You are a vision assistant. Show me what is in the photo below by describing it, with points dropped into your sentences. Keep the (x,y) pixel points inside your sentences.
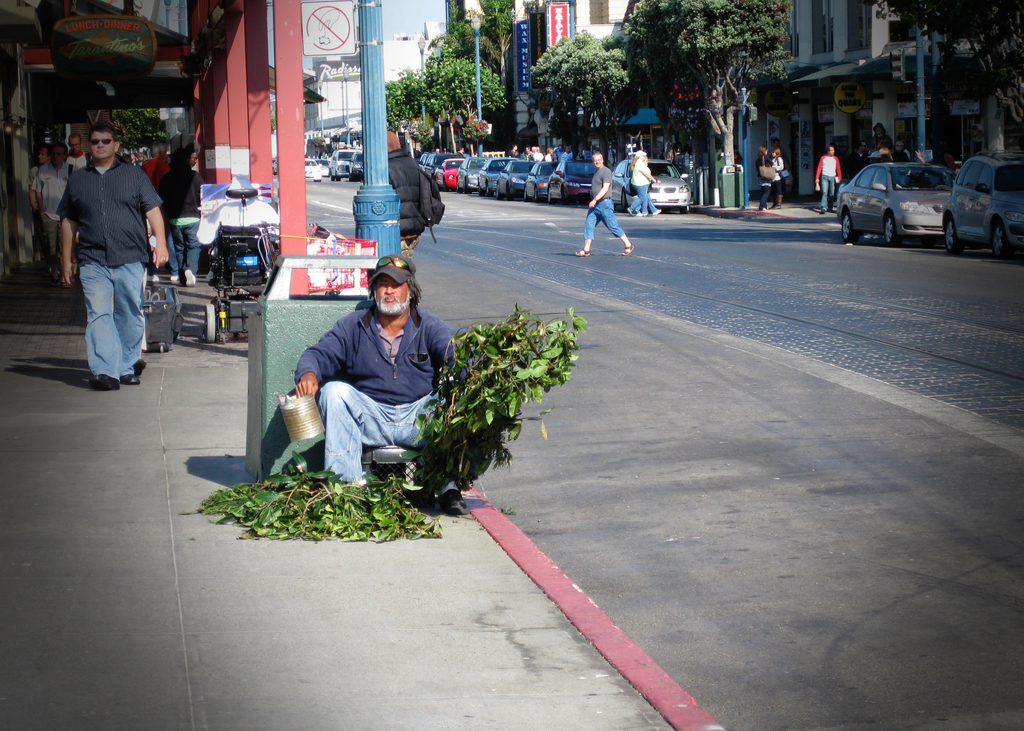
In this image we can see there is a person (363,369) sitting on the chair (398,461) and holding box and leaves (454,381). And there are few people (112,206) walking on the ground (68,333) and a few people (595,209) walking on the road (650,354). And at the right side (726,135) there are buildings (516,72), boards (527,85) and trees (579,69). And at the left side (210,94) there are pillars (301,53) and the wheelchair (218,315).
